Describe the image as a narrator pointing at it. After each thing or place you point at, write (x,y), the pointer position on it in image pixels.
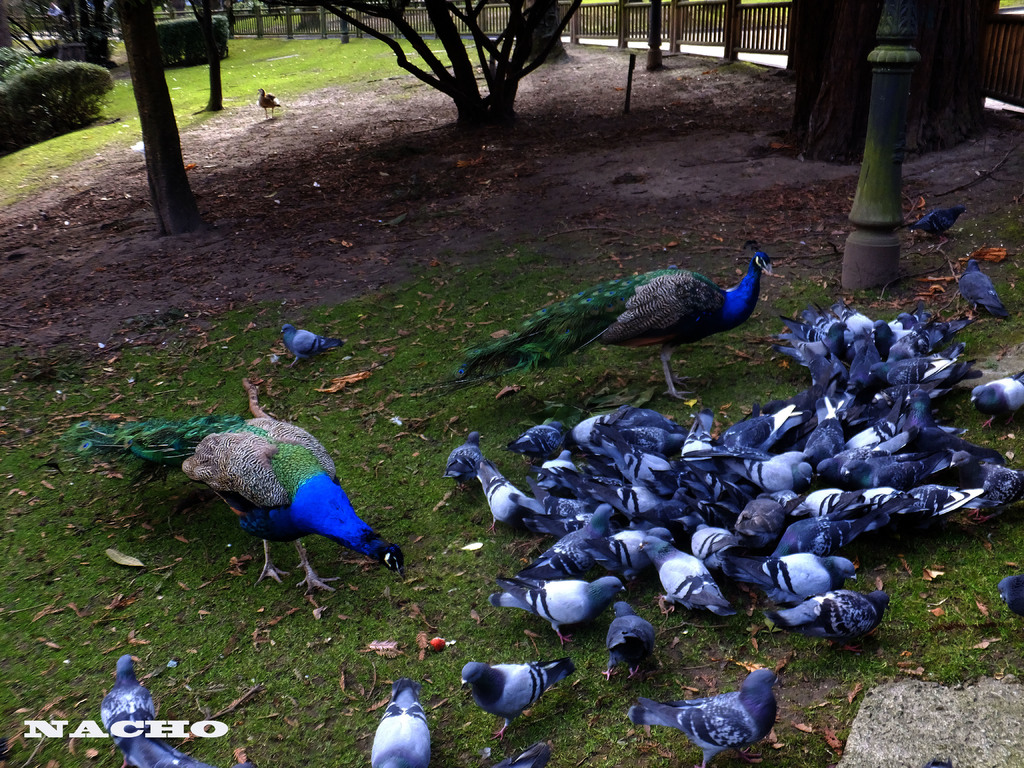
The image is taken in a zoo (270,372). In the foreground of the picture (309,384) there are pigeons (727,514), peacocks (275,516), dry leaves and grass (335,552). In the background (328,38) there are trees (409,71), soil (574,134), plants (67,82), railing (323,27) and a bird (264,99).
